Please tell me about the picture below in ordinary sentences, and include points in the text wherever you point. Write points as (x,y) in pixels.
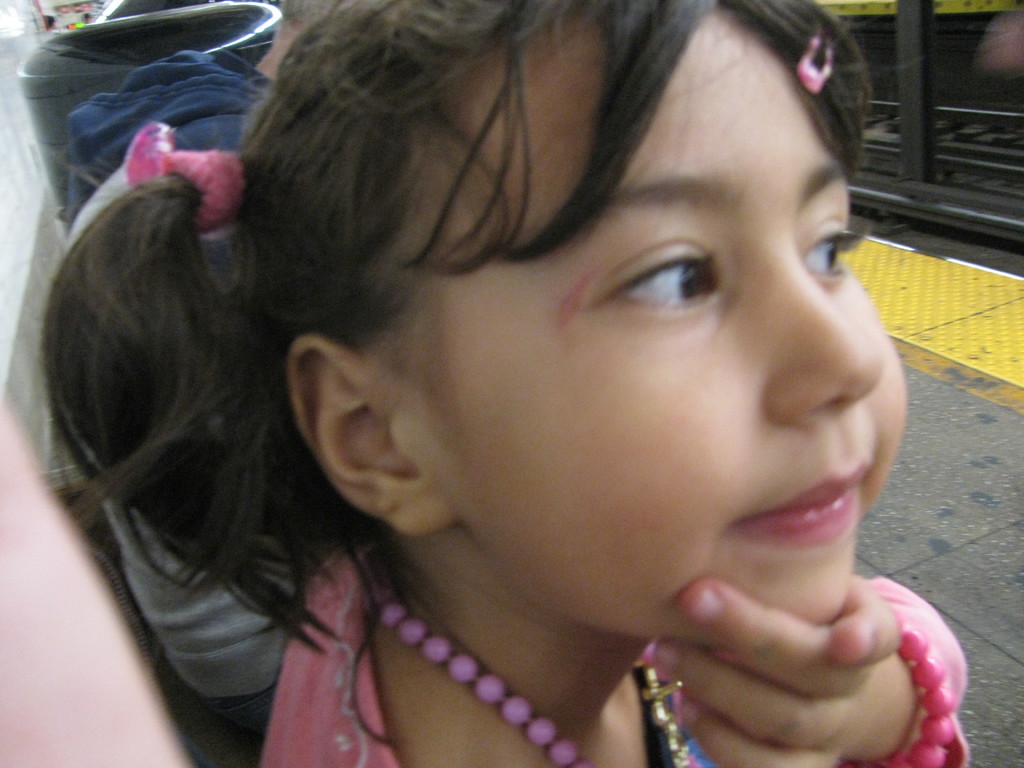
In this image there is a girl (535,470) wearing a pink top (348,719) and a chain (456,667). Beside her there is a person (189,603) sitting. Left top there is a dustbin (147,53) on the floor (913,442). Right side (985,186) there is a rail track (951,121). Beside there is a platform (933,485).
